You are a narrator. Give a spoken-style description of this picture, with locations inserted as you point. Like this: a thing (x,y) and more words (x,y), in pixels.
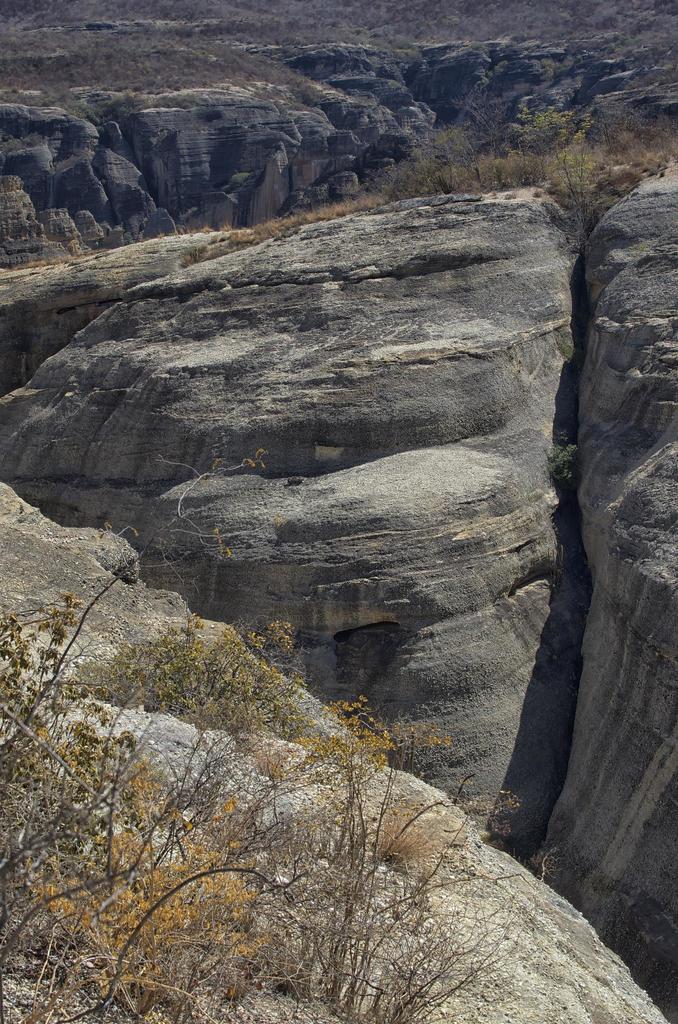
In this image we can see rock hills (308,577), trees (576,167) and grass (610,150).
